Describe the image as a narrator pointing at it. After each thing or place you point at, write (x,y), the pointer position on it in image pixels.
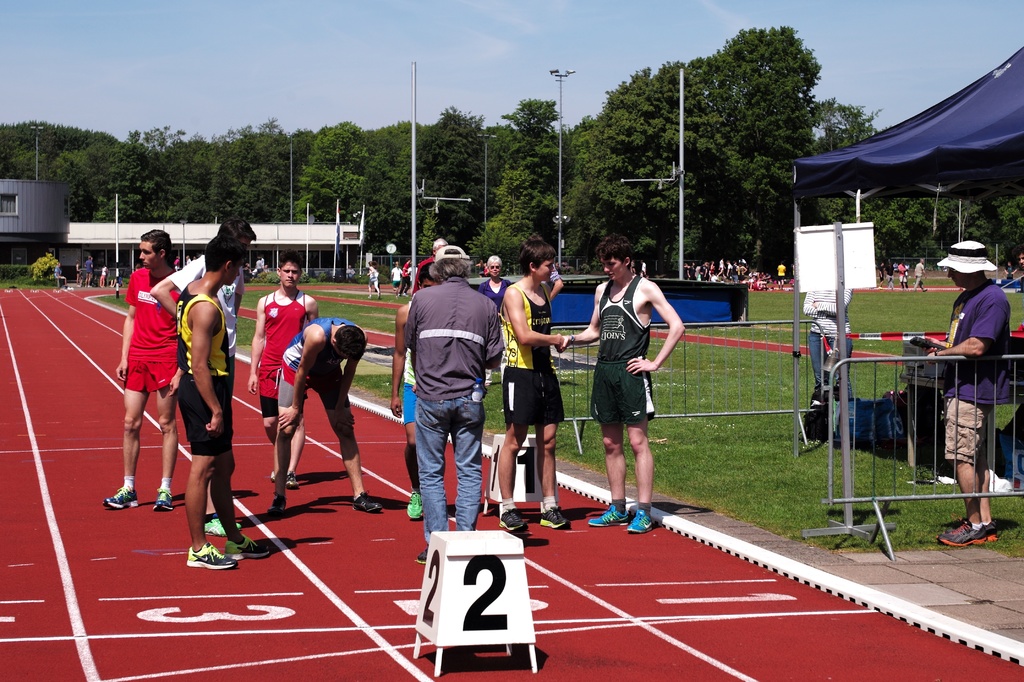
In this picture there are group of people (146,372) standing in foreground (209,259). On the right side of the image (979,450) there is a person (972,364) standing behind the railing (863,499) and there is a tent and there is a board (832,281) on the pole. At the back (891,281) there are group of people (741,281) and there are trees (514,187), poles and there is a building (20,201). At the top (347,100) there is a sky (380,93). At the bottom (775,457) there is a running track (846,640).
